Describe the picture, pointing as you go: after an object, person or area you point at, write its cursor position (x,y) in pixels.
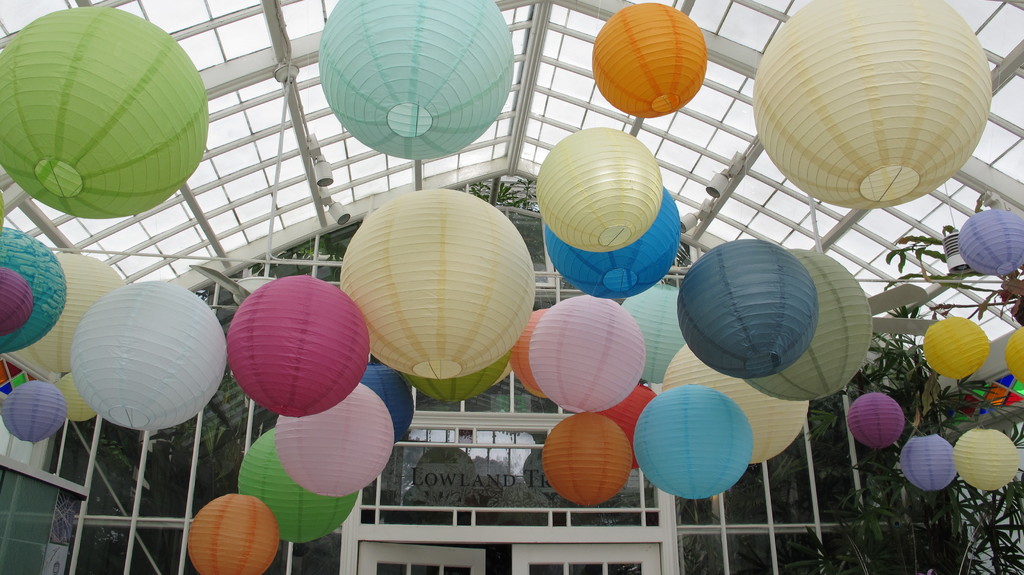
In a given image i can see a light balls (442,92), plants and house fence (476,465) with some text (417,477).
